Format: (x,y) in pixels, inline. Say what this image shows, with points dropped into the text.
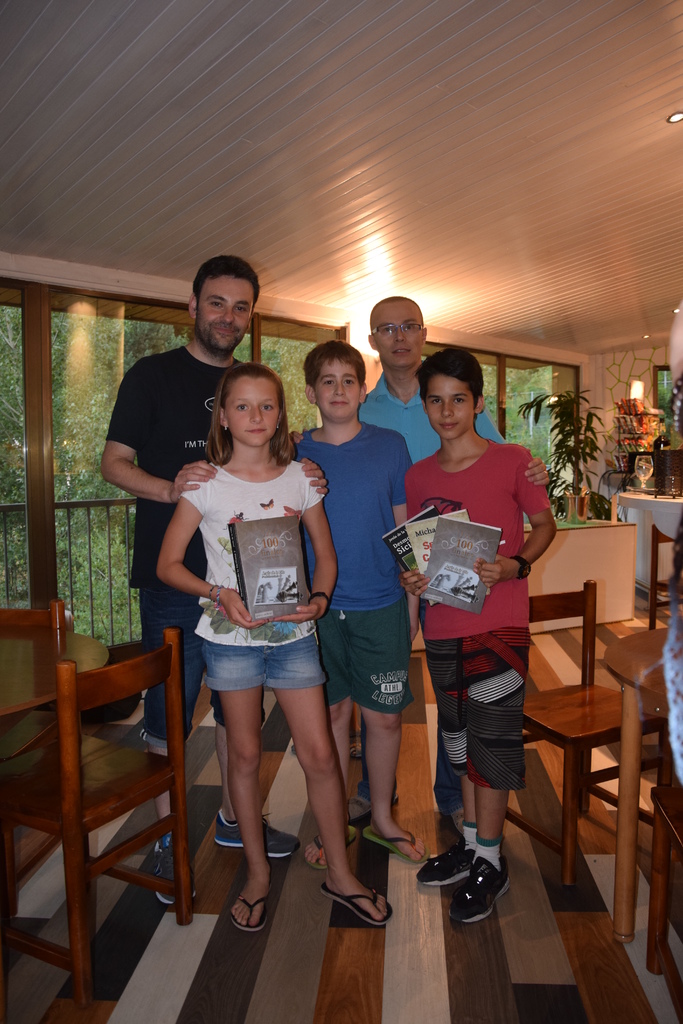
This picture is clicked inside the room (464,954). This image contains five people (138,390) standing in the room (280,243). Girl (257,465) in white shirt (291,496) and boy (468,480) in pink t-shirt (481,492) are holding books (444,587) in their hands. Beside them, we see table (34,674) and chairs (67,823). Behind them, we see tree (597,447) and table (634,497) on which glass (651,465) and bowls (662,456) are placed. On top of the picture (329,72), we see the roof (419,41) of that room (395,20).
